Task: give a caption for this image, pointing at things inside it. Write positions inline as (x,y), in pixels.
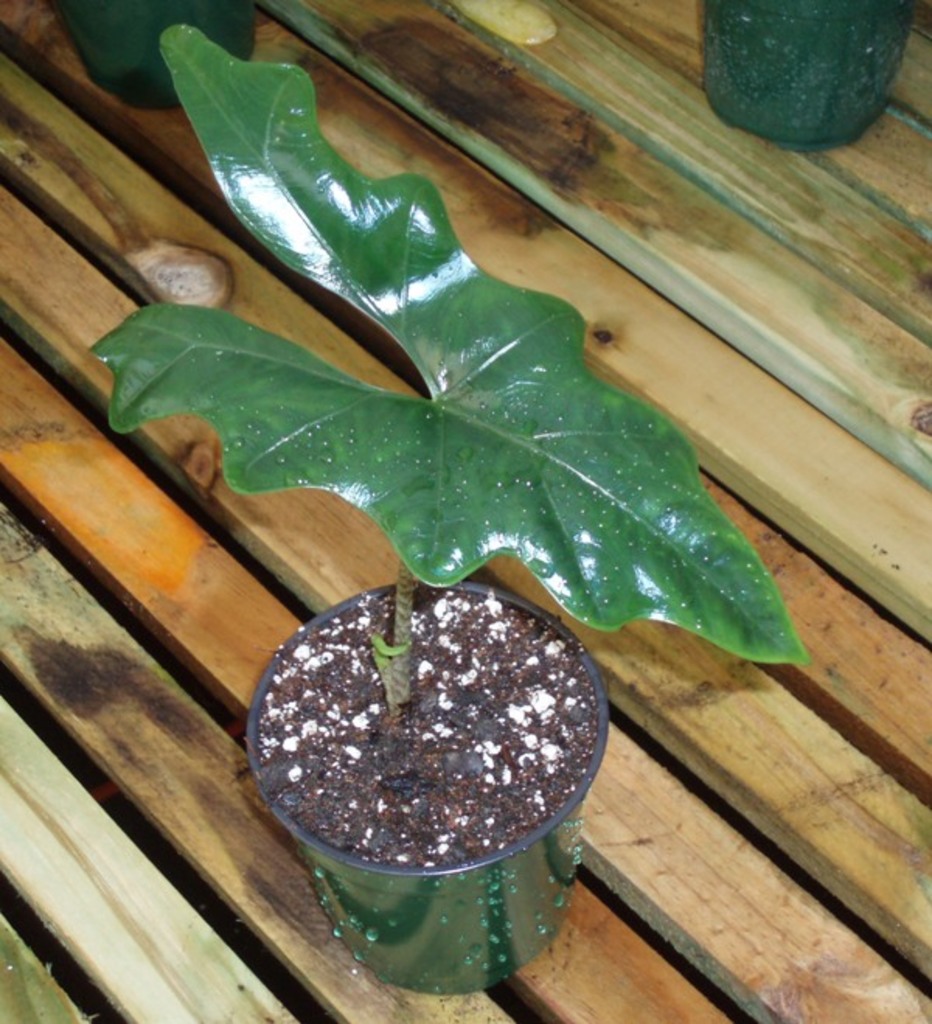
In this picture there is a plant pot (316,768) in the center of the image (393,586), on the bench (611,659) and there are other pots (234,31) at the top side of the image (757,84).
